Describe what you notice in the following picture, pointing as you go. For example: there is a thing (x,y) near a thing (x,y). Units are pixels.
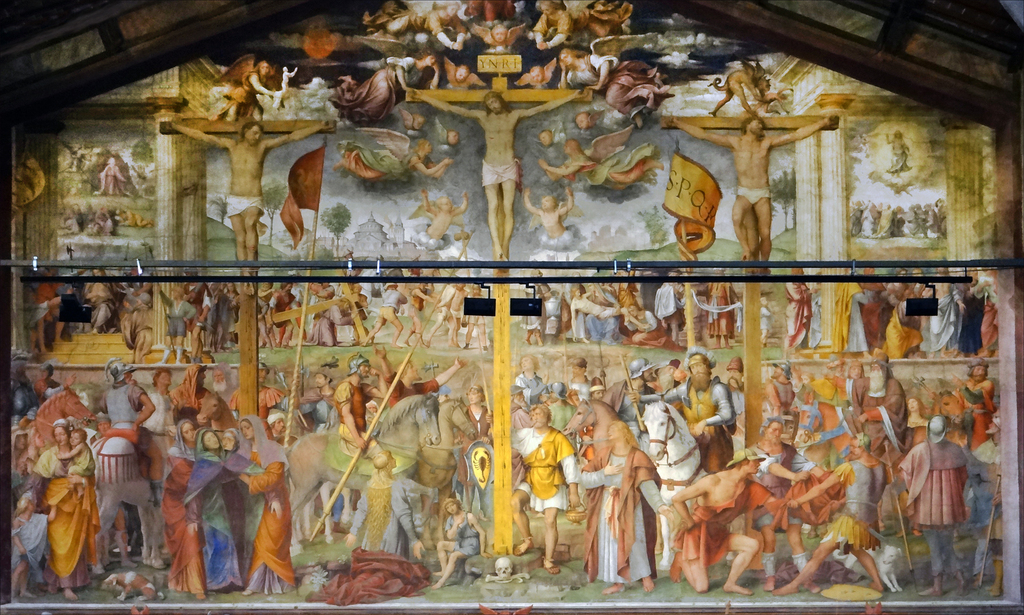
In the image there are different paintings (387,370) of people (314,417), horses (381,433) and at the center of the image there is picture (487,114) of Jesus Christ (490,103).
